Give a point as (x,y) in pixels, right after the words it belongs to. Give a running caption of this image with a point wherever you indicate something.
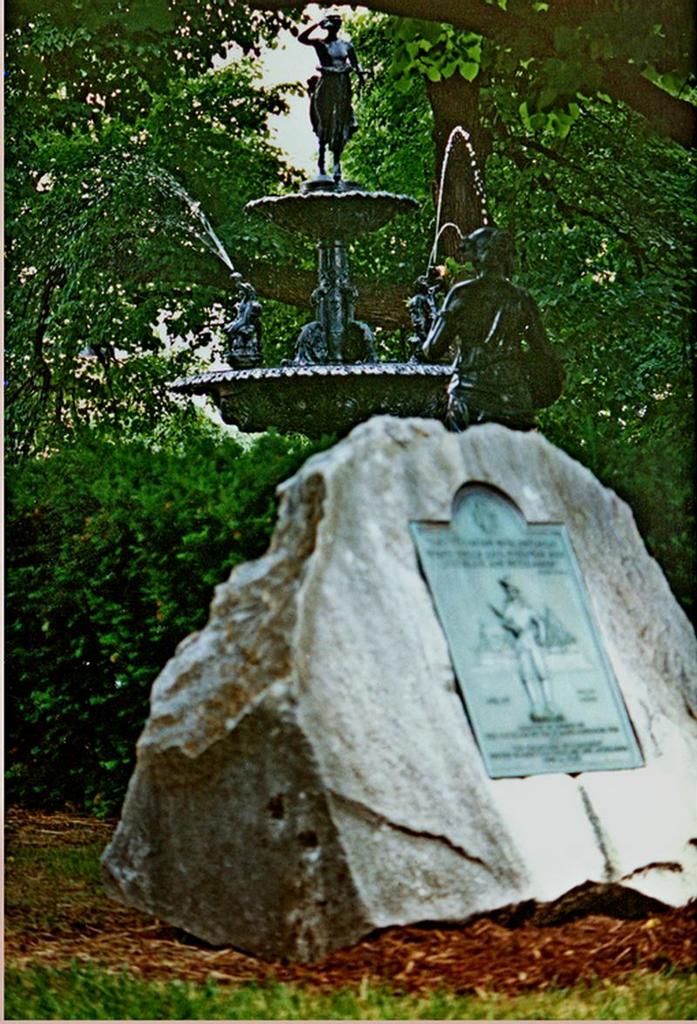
In this image there is a rock (401,704). On the rock (404,736) there is a silver board (510,649) with an image (512,658) and some text (475,551), behind the rock (356,488) there is a fountain (347,347). In the background (182,410) there are trees (159,364), there are dry leaves (609,958) and grass (265,1008) on the surface (74,903).
